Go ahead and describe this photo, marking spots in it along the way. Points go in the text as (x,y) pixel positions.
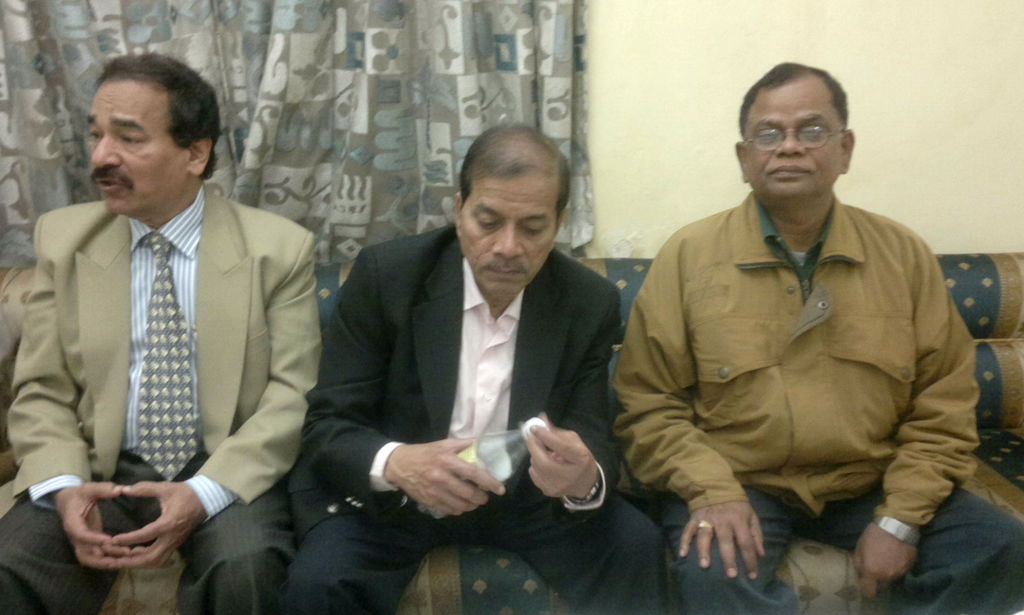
In this image, we can see some people (812,387) sitting on the sofa (1009,394), there is a curtain (312,79) and we can see a cream color wall (687,38).
